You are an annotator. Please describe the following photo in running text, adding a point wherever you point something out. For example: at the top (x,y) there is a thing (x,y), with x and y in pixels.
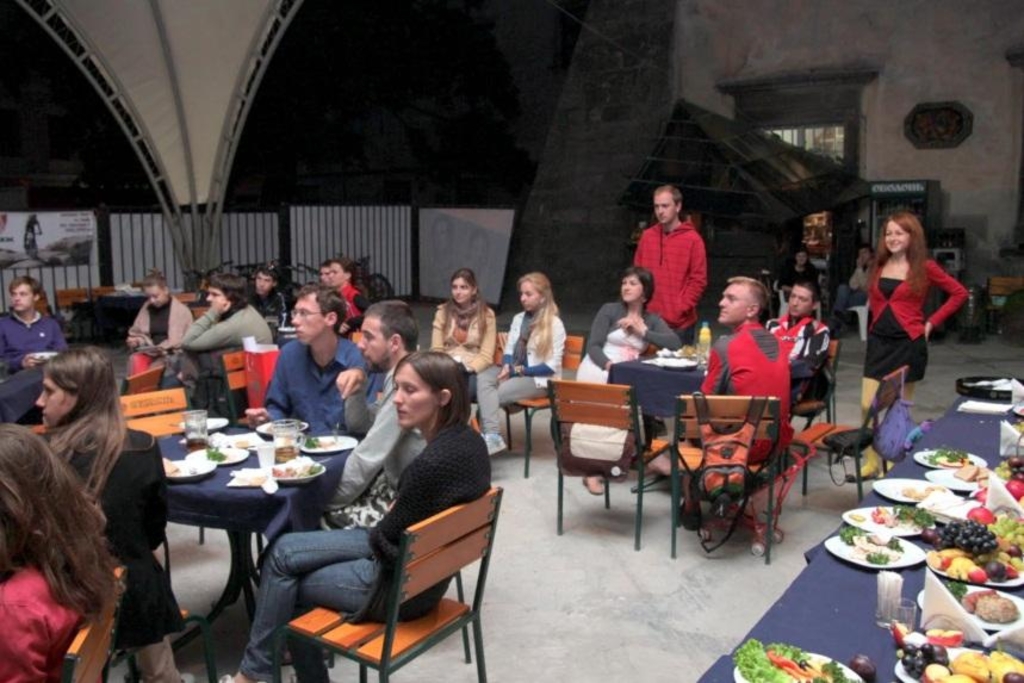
The image looks like it is clicked inside the building (965,267). There are many people (857,278) sitting near the tables (160,446) in the chairs (492,504). To the right (829,558) there is a table (835,609) on which fruits (871,668) and food (958,571) is kept. To the left (56,544) there is a woman (38,535), she is wearing a red colored dress (51,624). In the background (133,218) there is a wall (596,43) and a fencing (182,249).
